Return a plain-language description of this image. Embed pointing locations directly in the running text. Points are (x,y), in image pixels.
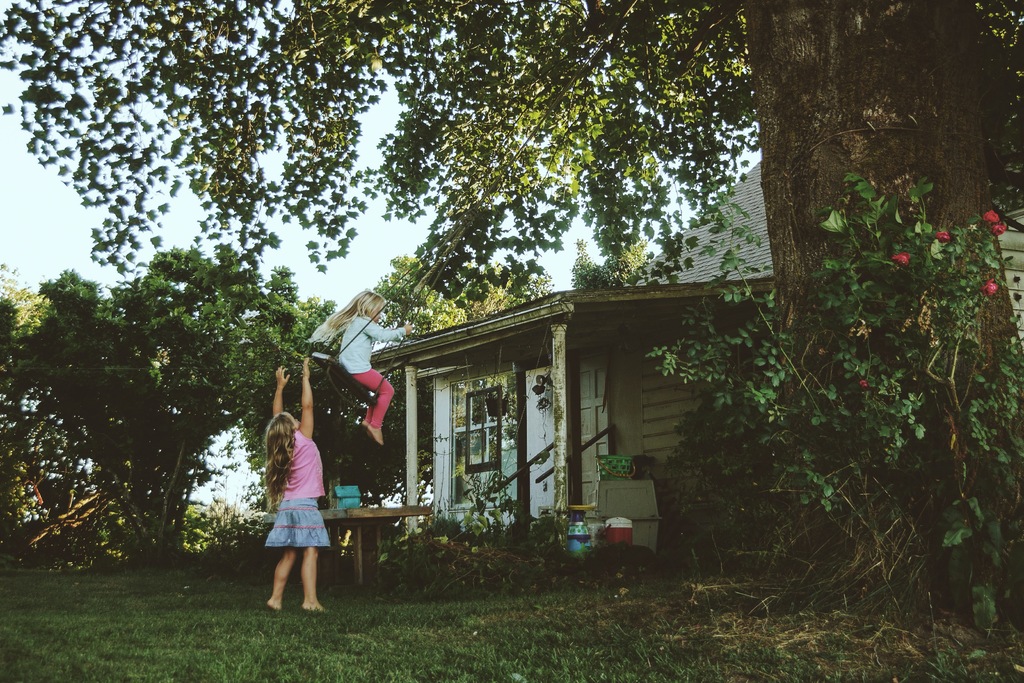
In this image I can see some grass (369,655) on the ground (384,658), few trees (101,332) which are green in color, a person (289,486) standing on the ground (338,655), a person (363,319) on the swing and a house (394,351). In the background (337,302) I can see the sky (174,174).
